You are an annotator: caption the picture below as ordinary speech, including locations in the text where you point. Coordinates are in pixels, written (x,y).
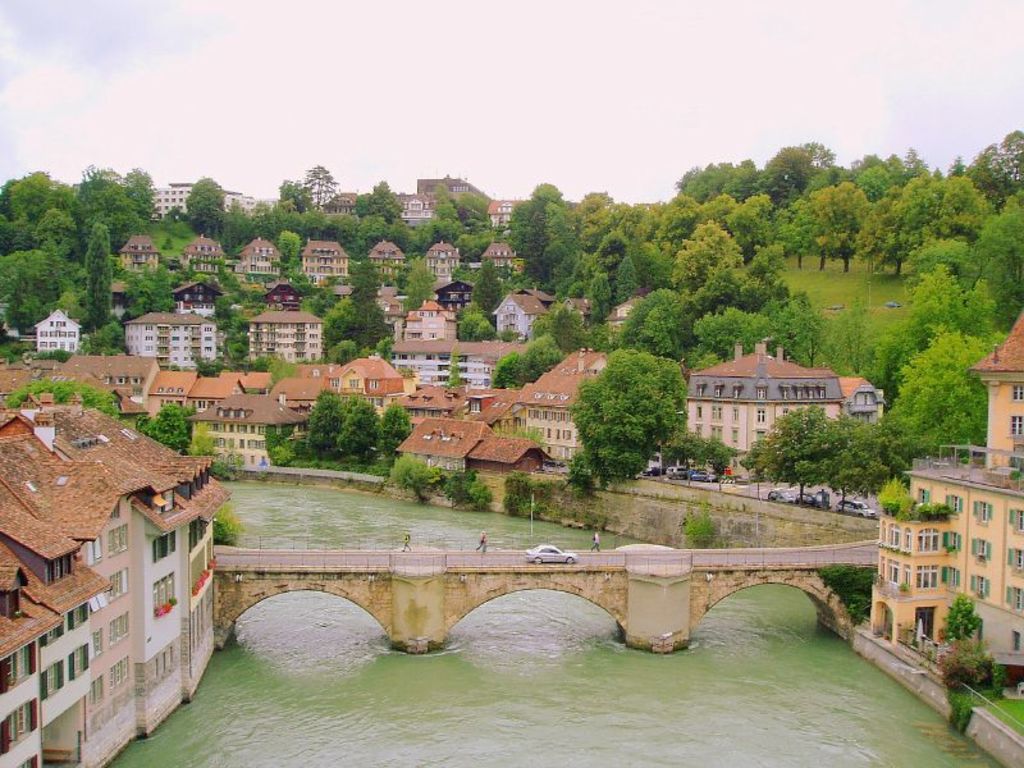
This image consists of buildings (259,453). There is a bridge (417,572) in the center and on the bridge (425,576) there are persons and there is a car (538,552). In the background (257,284) there are trees (771,273) and the sky (408,134) is cloudy.
